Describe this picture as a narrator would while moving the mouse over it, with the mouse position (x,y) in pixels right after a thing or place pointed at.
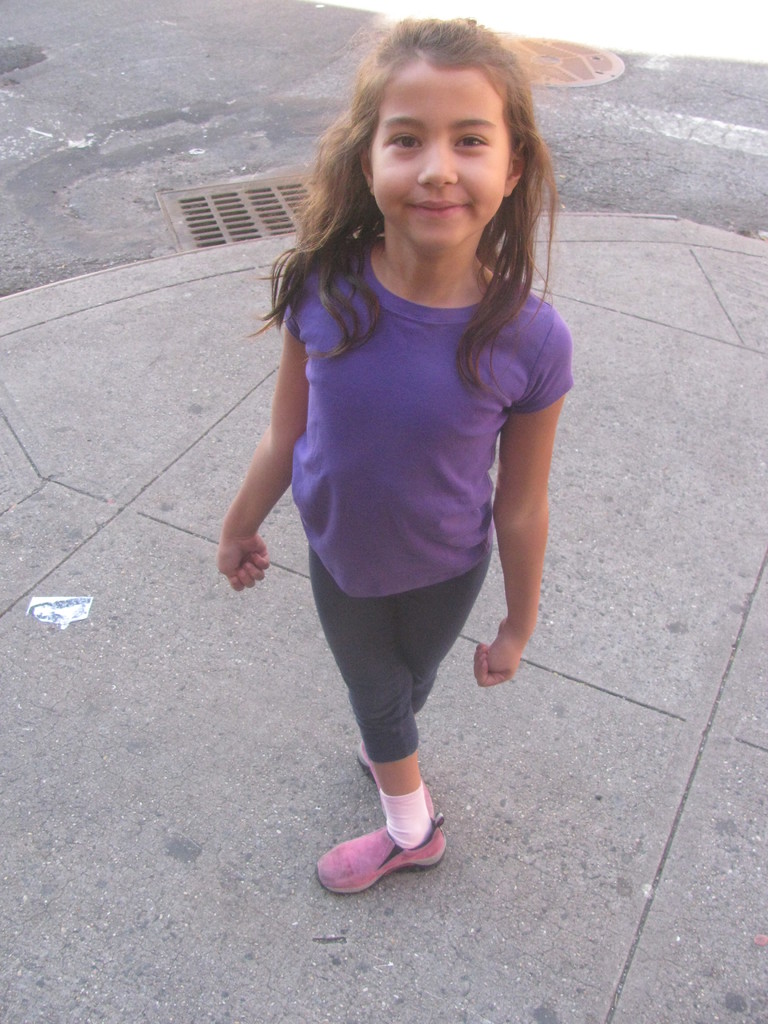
In this picture there is a girl (502,225) standing and smiling. At the back (326,12) it looks like a manhole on the road (246,123).
